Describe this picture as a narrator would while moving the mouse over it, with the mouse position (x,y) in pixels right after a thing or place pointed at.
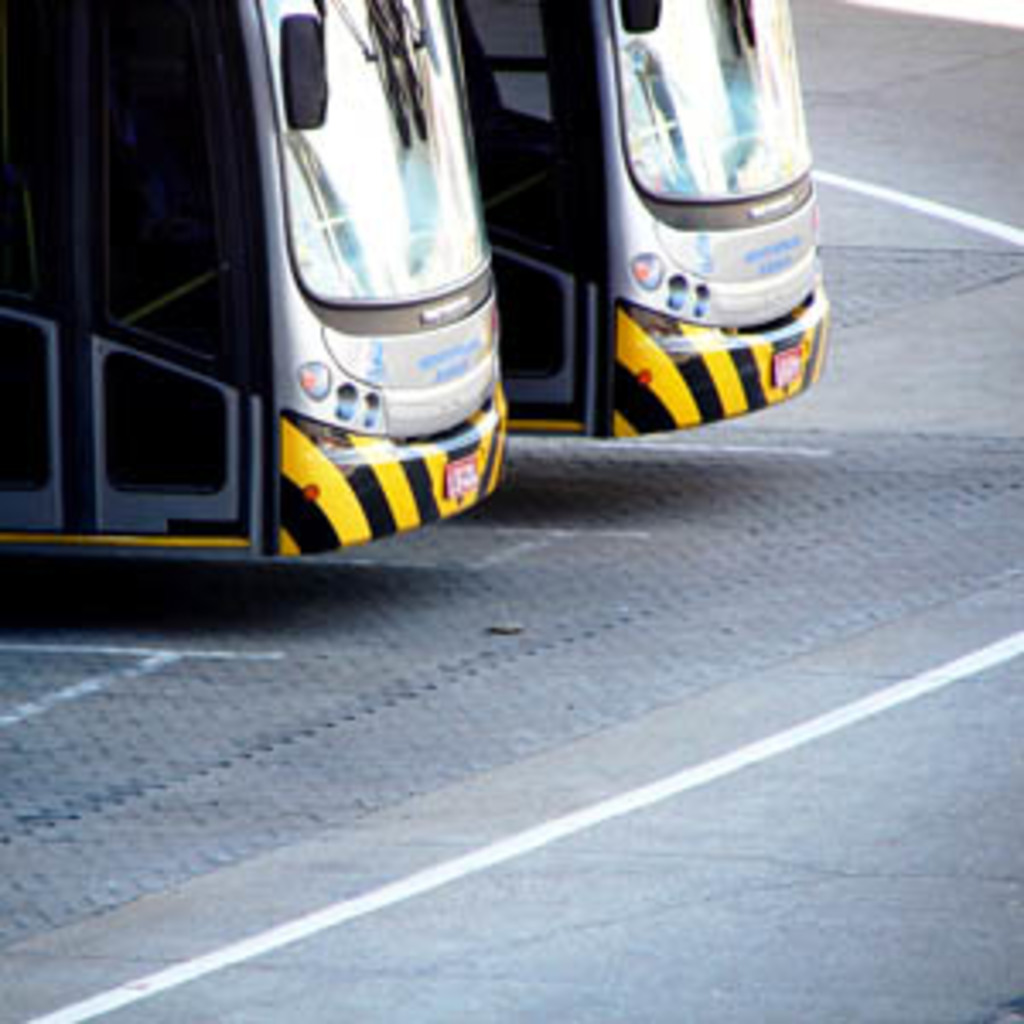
In this image, I can see two buses (606,361) on the road (384,626). These are the doors (20,184), side mirrors (631,7), headlights (308,393) and bumpers (647,433) are attached to the bus (275,492). I think this is the margin line (502,844), which is white in color.
